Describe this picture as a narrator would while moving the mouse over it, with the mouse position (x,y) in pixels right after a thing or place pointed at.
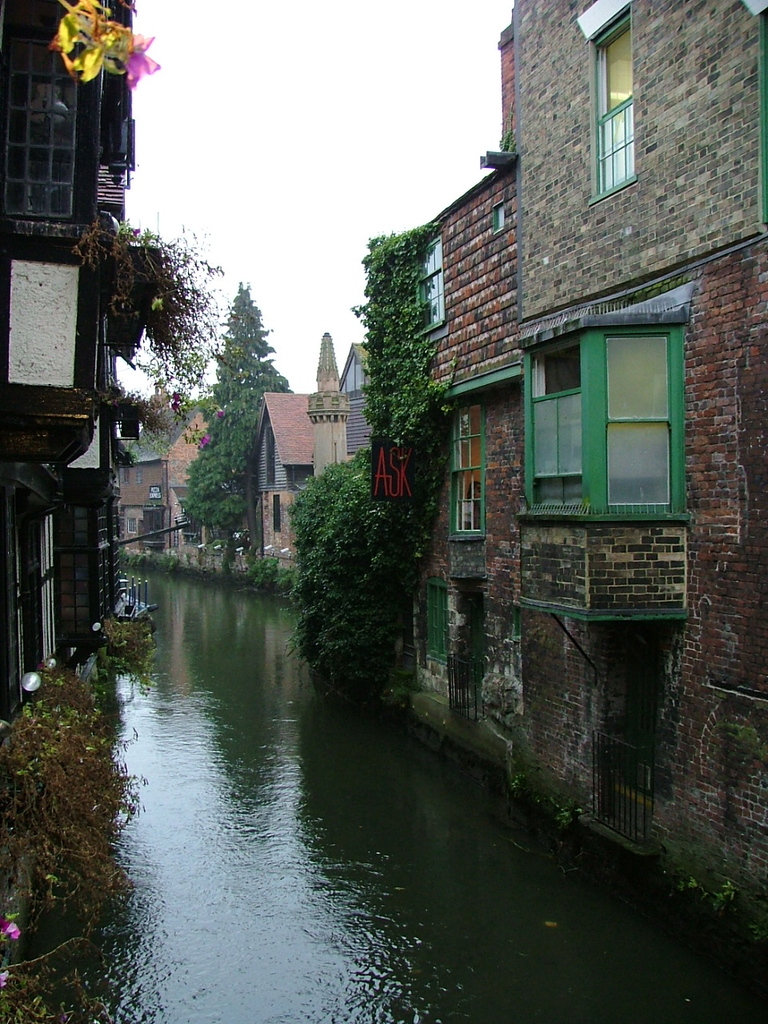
At the bottom of the picture (388,829), we see water (259,799) and this might be a river (290,780). On either side of that, there are many buildings (259,451) and trees (220,451). At the top of the picture (288,153), we see the sky (206,20).
